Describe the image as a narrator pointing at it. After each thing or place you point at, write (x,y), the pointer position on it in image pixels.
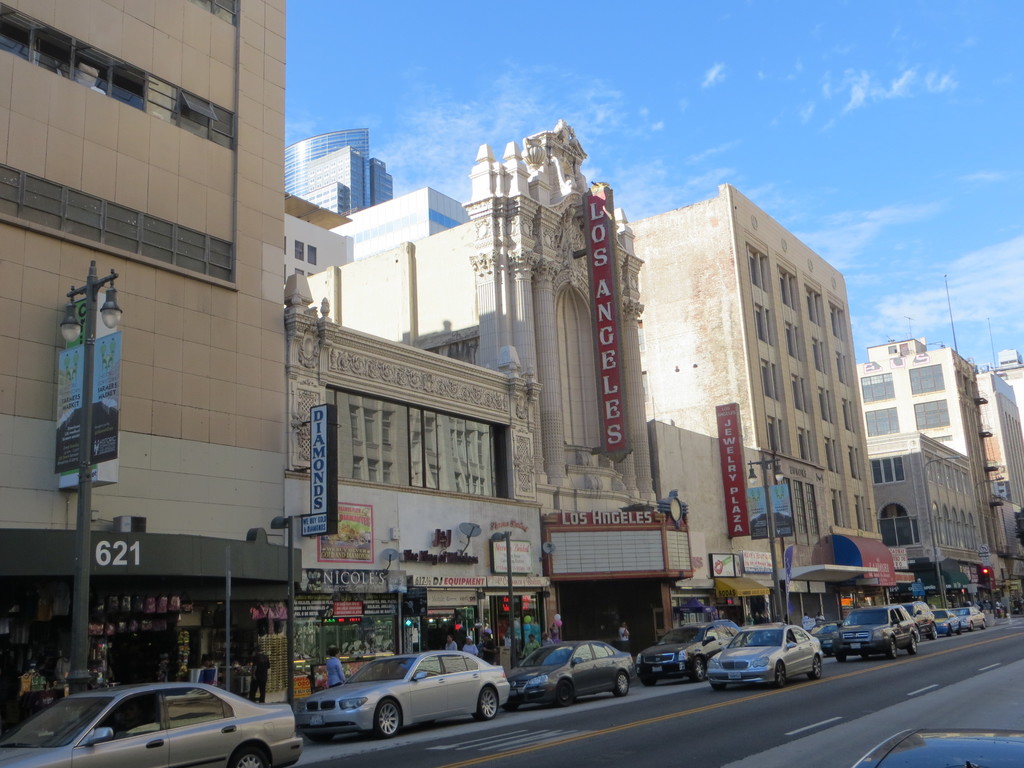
There are vehicles (443,660) on the road (984,631) on which, there are yellow and white color lines (955,649). In the background (530,298), there are hoardings (739,459), buildings (397,377) and there are clouds (990,280) in the blue sky (570,78).
